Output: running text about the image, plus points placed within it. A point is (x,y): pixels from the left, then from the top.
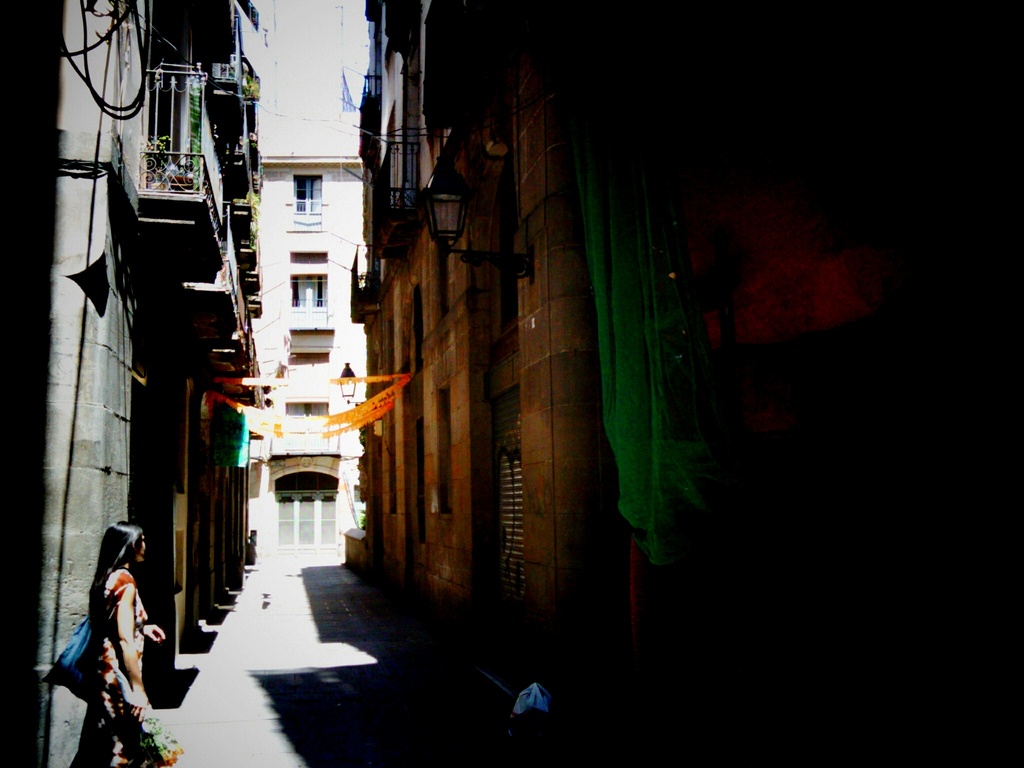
In the foreground of this image (114,631), on the left (112,607), there is a woman (116,652) wearing bag (92,669) and walking on the path (226,734). On either side, there are buildings (489,235), lamps (451,226), railing (405,168) and in the middle (373,405), there are flags (223,381). In the background (333,311), there is a building (316,213) and the sky (314,70).
